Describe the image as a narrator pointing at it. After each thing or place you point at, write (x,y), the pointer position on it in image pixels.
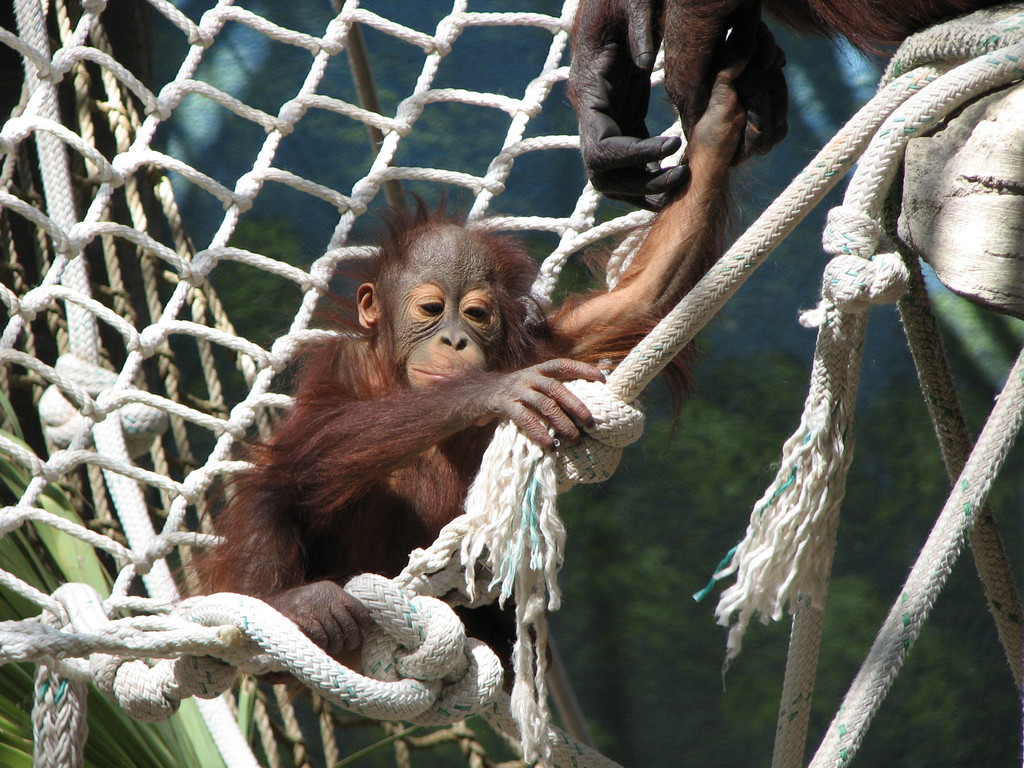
In this image there is a monkey (393,435) sitting on the rope (56,602).
